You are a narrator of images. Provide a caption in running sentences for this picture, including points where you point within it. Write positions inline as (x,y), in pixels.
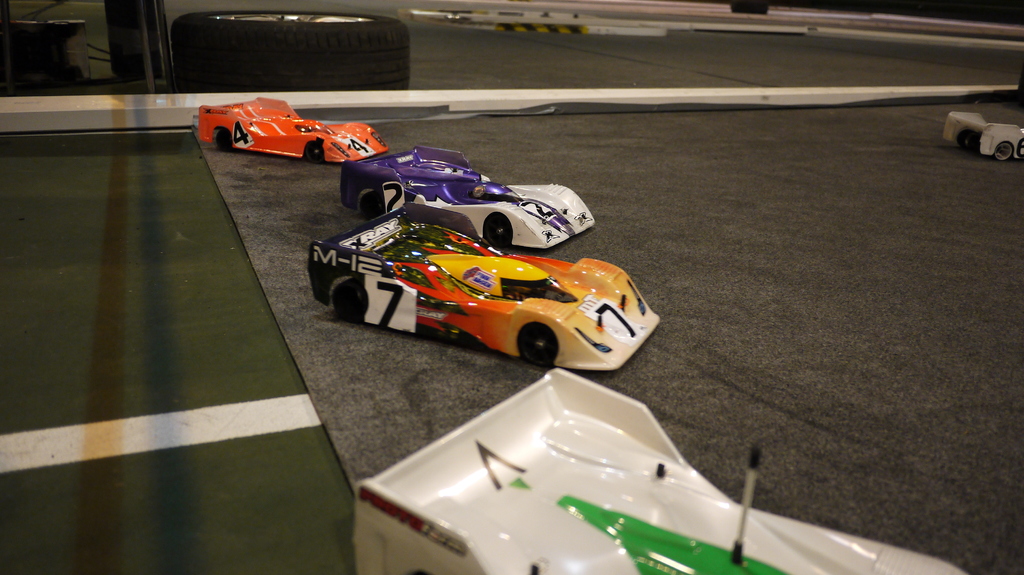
In this image there are a few toy cars (574,304) on the carpet (810,251), which is on the floor (41,290). In the background (331,63) there is a low white barrier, behind that there is a tire (277,40) and other object (130,51).
